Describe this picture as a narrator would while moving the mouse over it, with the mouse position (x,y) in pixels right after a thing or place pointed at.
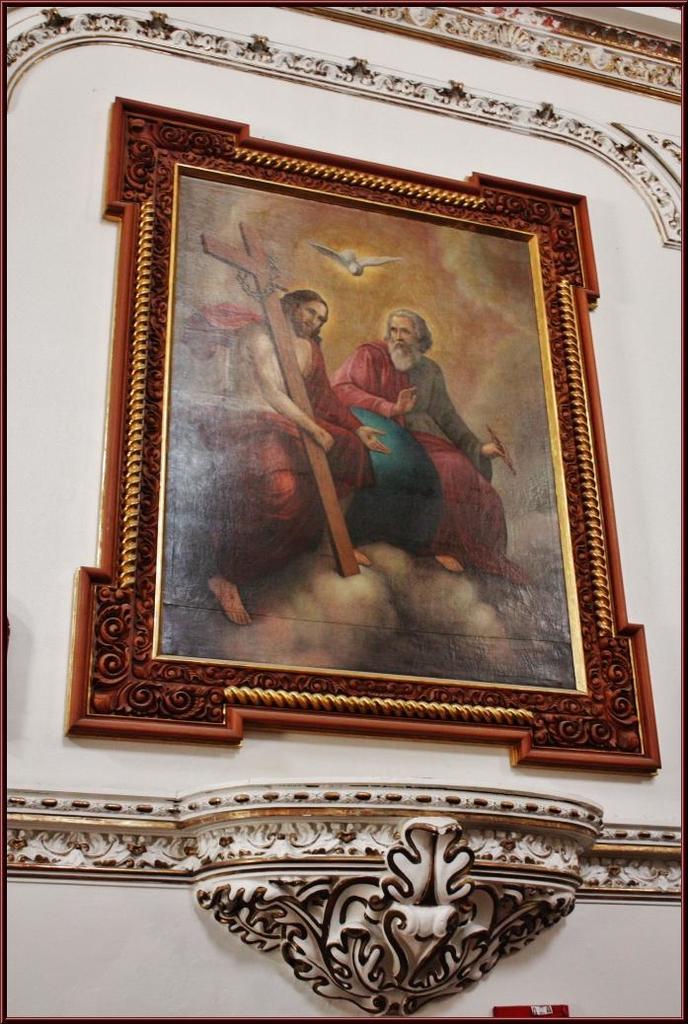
In this image we can see a brown color photo frame (263,676) is attached to white color wall (150,905).
